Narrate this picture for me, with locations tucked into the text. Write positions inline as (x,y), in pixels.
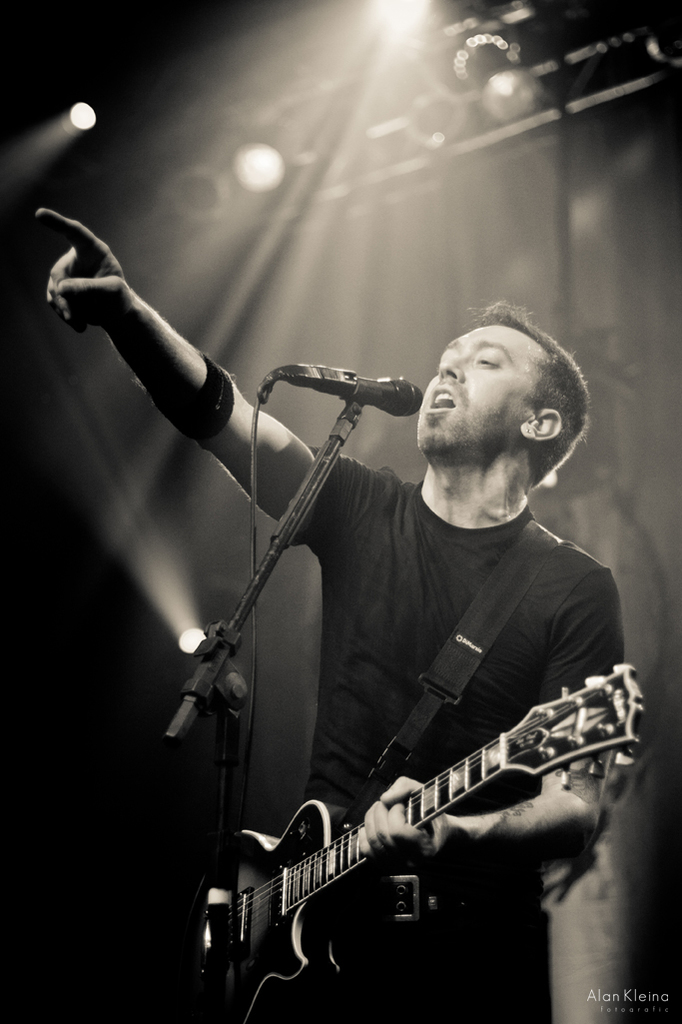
This picture shows a man (391,686) playing a guitar (516,774) in his hands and singing in front of a microphone (344,393) and a stand (232,748). In the background (391,12) there is a light (387,39) here.
